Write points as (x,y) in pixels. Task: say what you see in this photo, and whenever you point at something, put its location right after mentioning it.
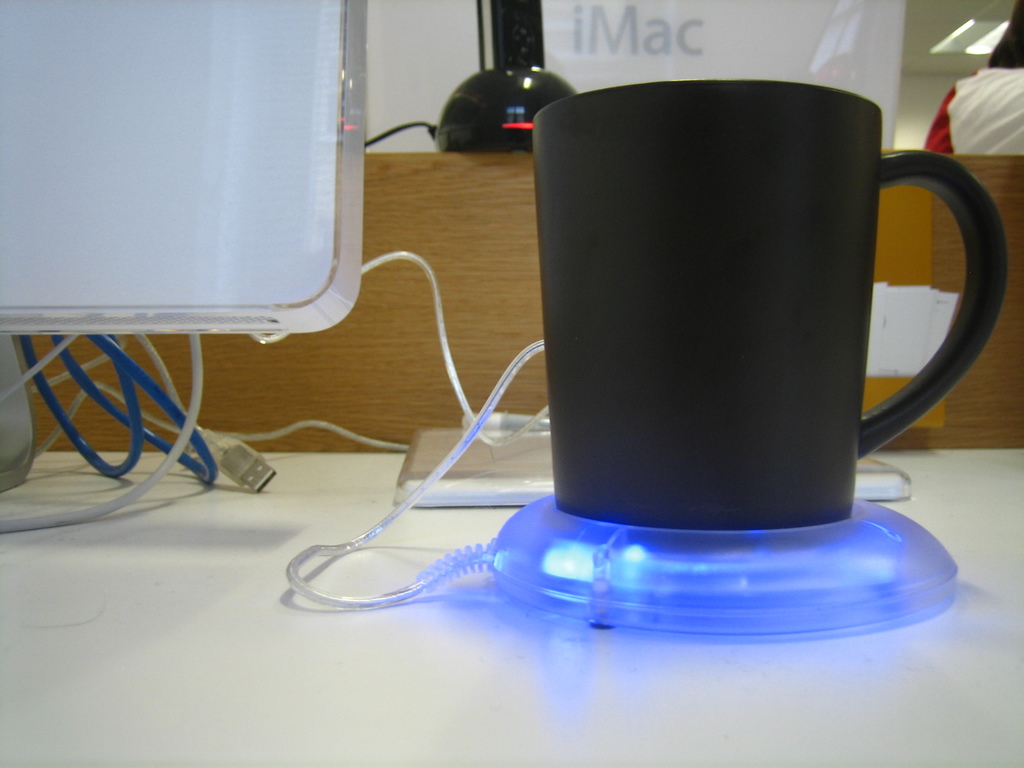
In this image we can see the wires (446,362), cup (669,319), cup warmer (862,571), white screen (215,194) and one object (419,462) on the white color surface (438,670). In the background (451,335), we can see wooden object (457,292), banner (669,34) and one black color thing (487,110). We can see a person (995,78) in the top right of the image (996,77).
